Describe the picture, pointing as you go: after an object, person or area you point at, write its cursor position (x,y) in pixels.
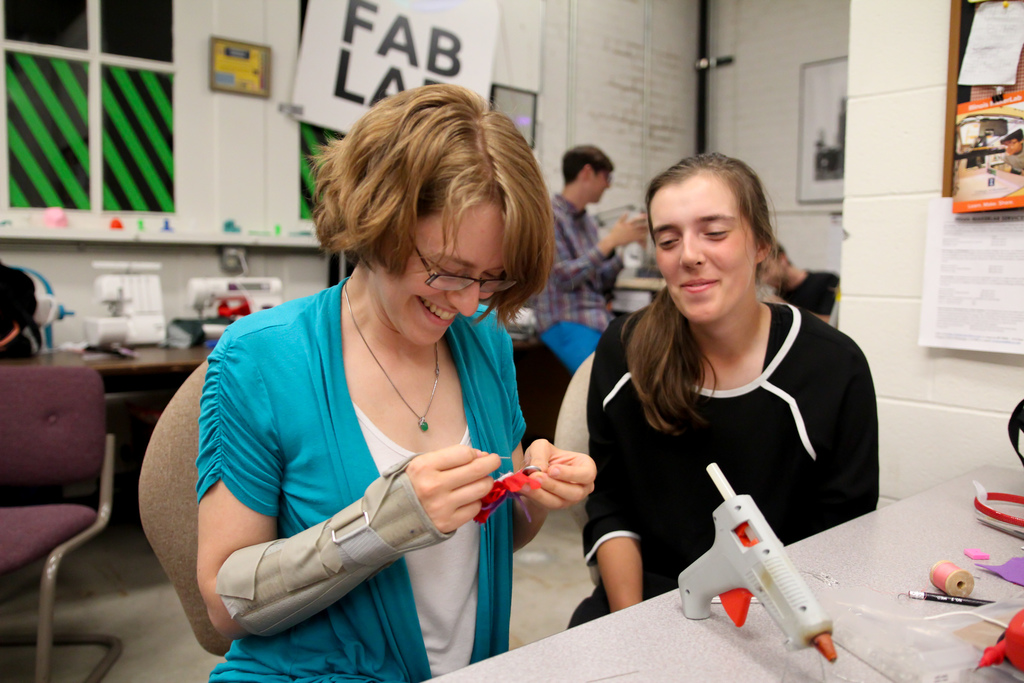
These two women (369,388) are sitting on a chair (583,418). In-front of this woman (394,302) there is a table (718,642), on a table (929,609) there is a thread (948,571), pencil (909,597) and glue gun (784,575). This woman (543,485) wore spectacles (494,283), holds smile and holds a red cloth (515,487). This woman (645,415) holds smile and wore black t-shirt (757,396). Far this person (595,172) is standing. On wall (725,131) there are pictures (800,125) and posters (977,127). On this table (55,350) there are things (177,336). This is chair (48,420).
